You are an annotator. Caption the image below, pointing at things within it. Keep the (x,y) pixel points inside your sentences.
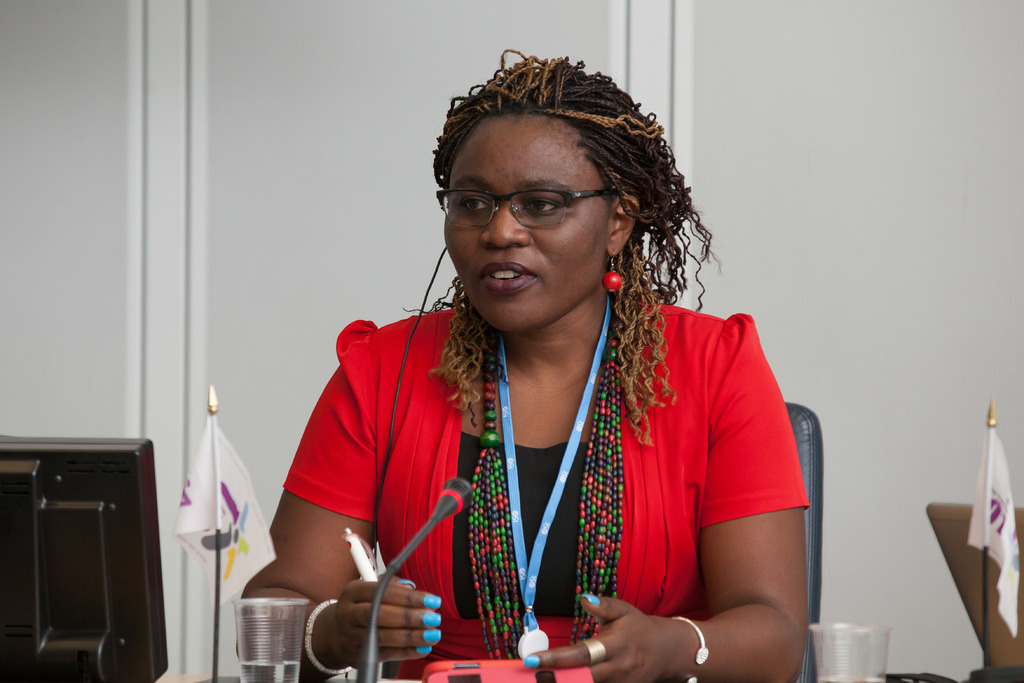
A woman (516,483) is sitting on a chair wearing a red and black dress (649,596). She is wearing a necklace (500,529) and spectacles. There is a microphone (375,657), 2 glasses (238,610) and flags (251,504) in front (249,628) her. There is a monitor (94,600) on the left (95,620). There is a wall (226,432) at the back (219,418).
